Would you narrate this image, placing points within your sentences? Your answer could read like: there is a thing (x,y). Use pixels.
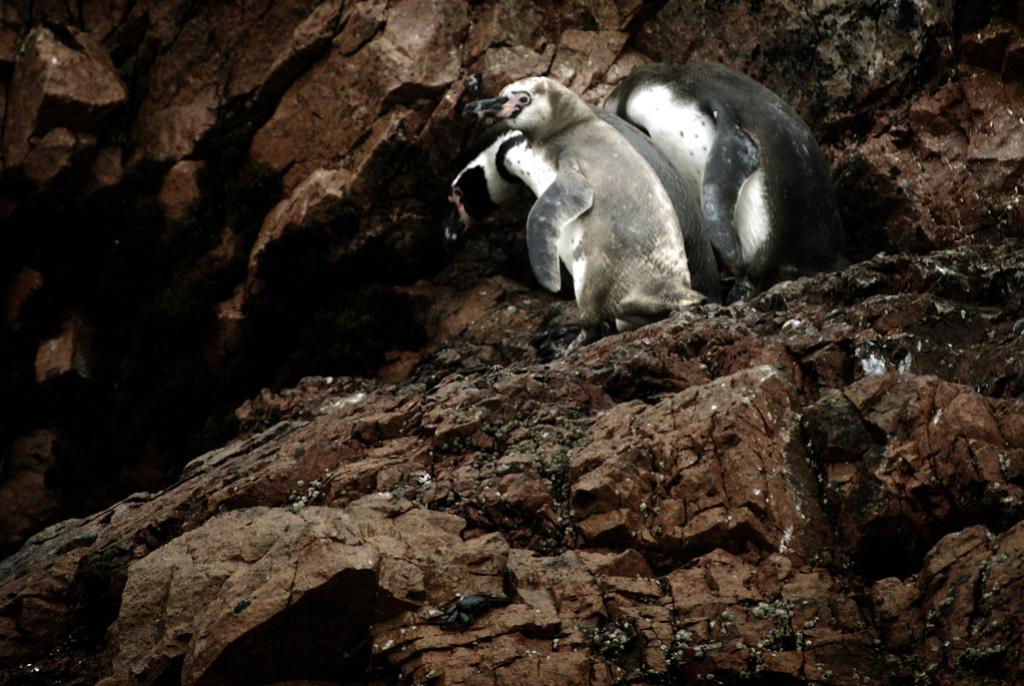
In this picture there are penguins (462,196) at the top side of the image (524,148), on the rocks (925,288) and there are rocks (80,405) around the area of the image.
